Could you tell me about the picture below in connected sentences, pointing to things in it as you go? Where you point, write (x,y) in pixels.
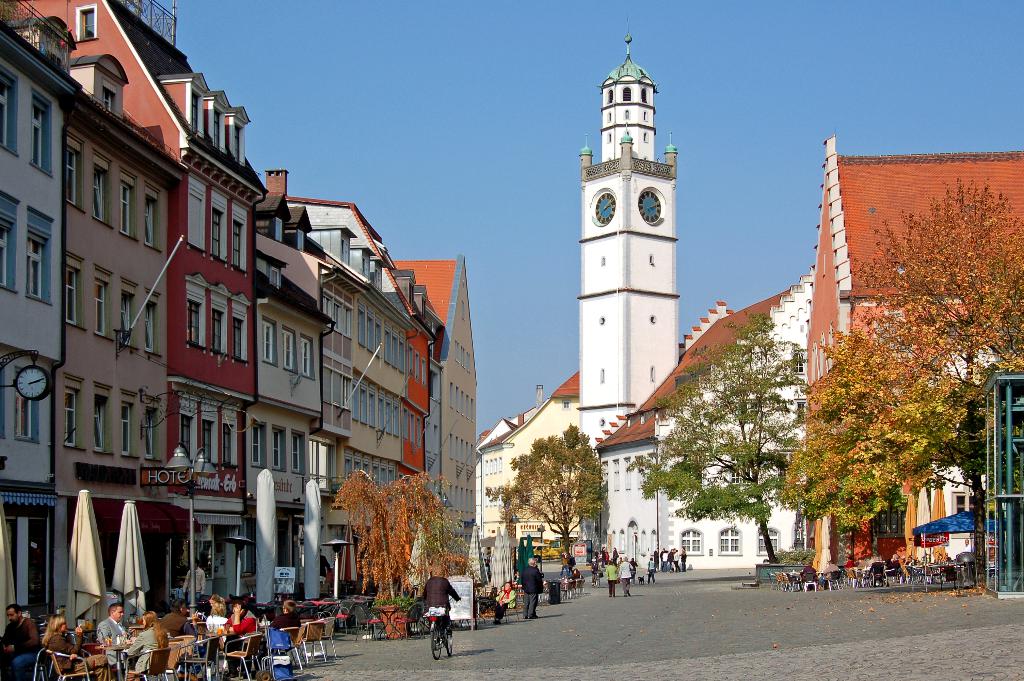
In this image, we can see the road (413,637), there is a person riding a bicycle (434,635), there are some people (101,675) sitting on the chairs (234,647), we can see some trees (739,483), there are some buildings (7,345), we can see some windows (372,401) on the buildings (466,323), at the top (442,37) there is a sky (680,19).
